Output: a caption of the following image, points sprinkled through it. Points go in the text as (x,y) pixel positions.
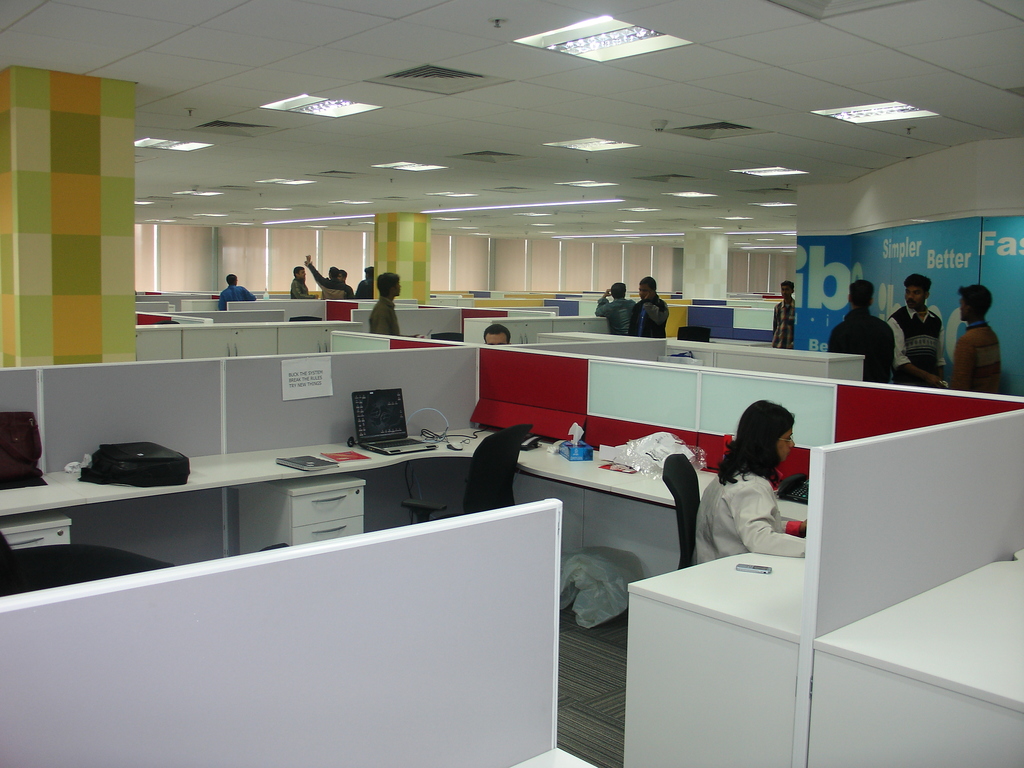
This is the picture of some people (739,466) in the room (314,429) where we can see one woman (743,511) sitting beside the table (666,487) and on the table (468,445), we can see objects (639,471) like laptop (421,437), bag (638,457) and some other things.
